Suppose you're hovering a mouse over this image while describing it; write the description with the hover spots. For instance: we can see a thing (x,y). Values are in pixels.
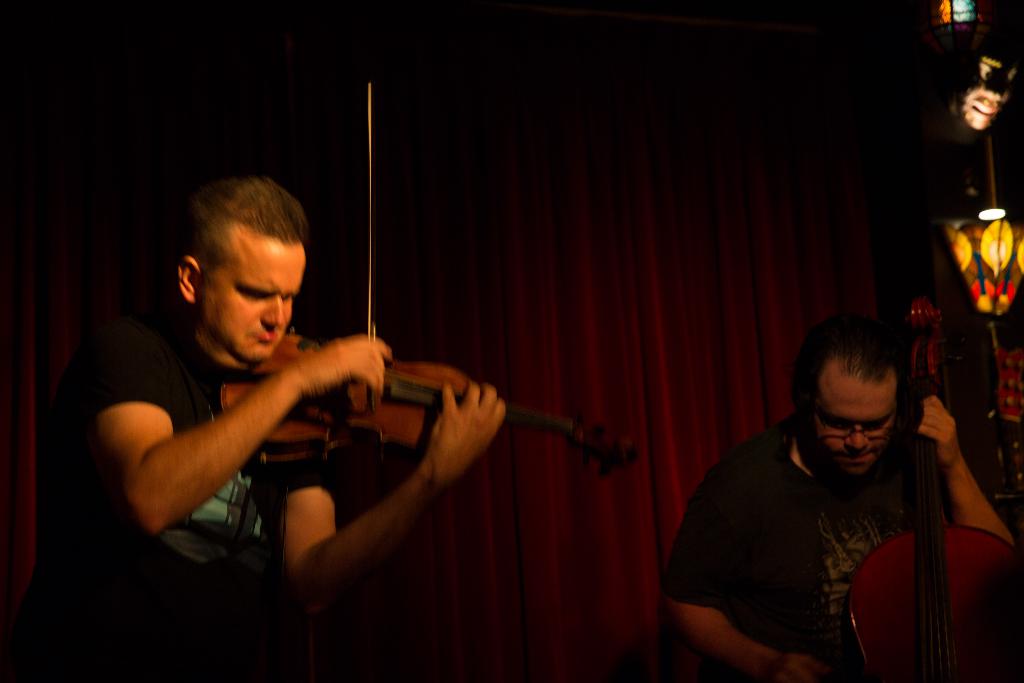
In this image I see 2 men (217,662) with musical instruments (882,634) in their hands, I can also see lights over here.
